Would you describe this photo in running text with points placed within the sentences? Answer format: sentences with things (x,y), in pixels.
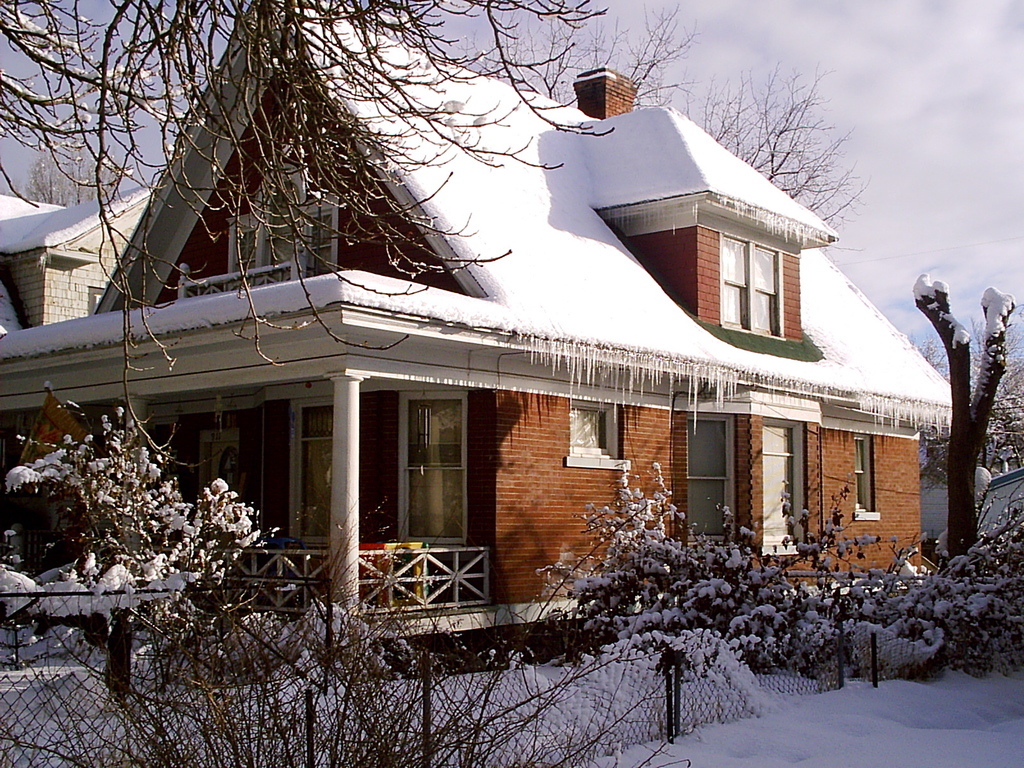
In this picture there is a house (475,514) constructed with bricks (507,438) and roof tiles (549,325). The house (387,436) is covered with the snow (548,247). On the top left (305,46), there is a tree (249,29). At the bottom (621,590) there are plants (782,641), fence (864,643) and a snow (771,729). On the top right (912,101), there is a sky (920,118) with clouds (842,112).
